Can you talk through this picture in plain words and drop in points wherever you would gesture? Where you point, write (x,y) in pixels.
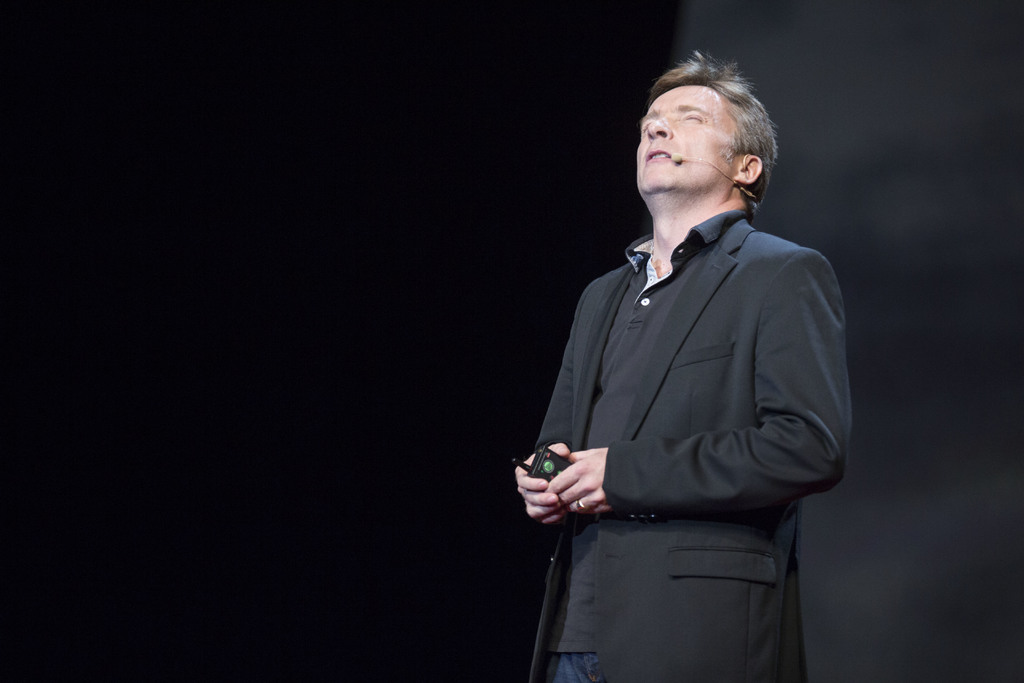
On the right side of the image (747,443) a man (688,388) is standing and holding an object (543,464) and wearing a mic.
